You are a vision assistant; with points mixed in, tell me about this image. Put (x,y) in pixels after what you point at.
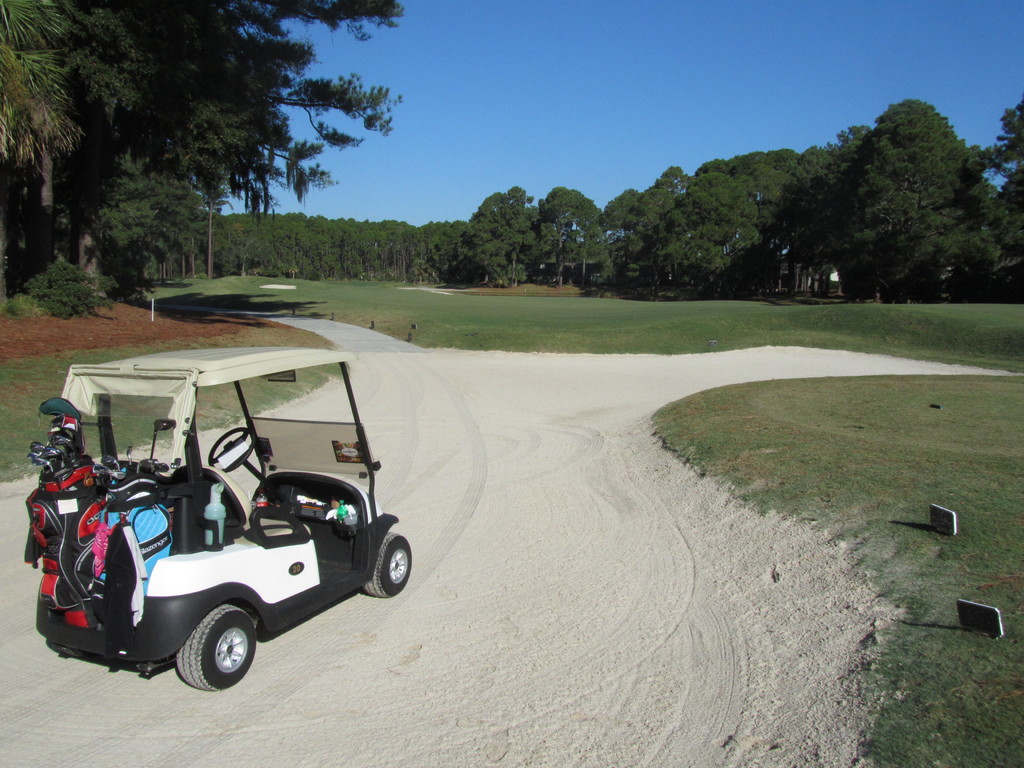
In this image I can see a sand way (517,436) in a garden (820,432). I can see a vehicle (74,366) on the sand (434,478) I can see trees (5,12) in the center of the image (401,264) At the top of the image (562,66) I can see the sky (566,70).
